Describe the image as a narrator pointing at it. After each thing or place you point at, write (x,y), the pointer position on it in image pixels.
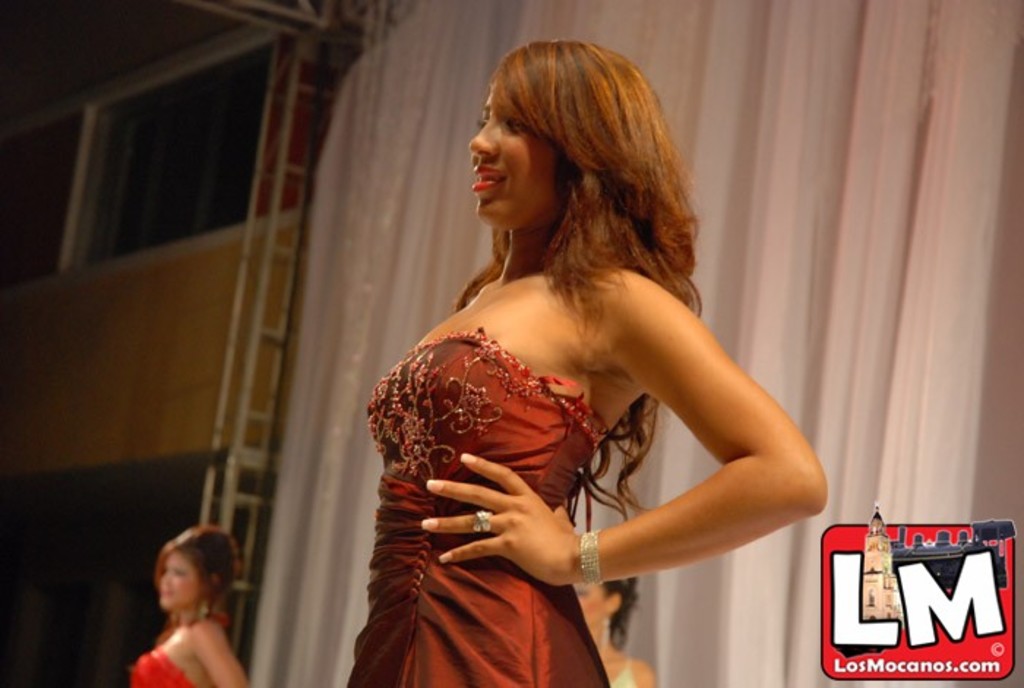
In this picture we can see a woman (386,509) smiling and in the background (649,613) we can see two women (197,653), curtains (959,118), window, wall (118,320), some objects (253,356) and at the bottom right corner of this picture (851,555) we can see the logo (956,579).
